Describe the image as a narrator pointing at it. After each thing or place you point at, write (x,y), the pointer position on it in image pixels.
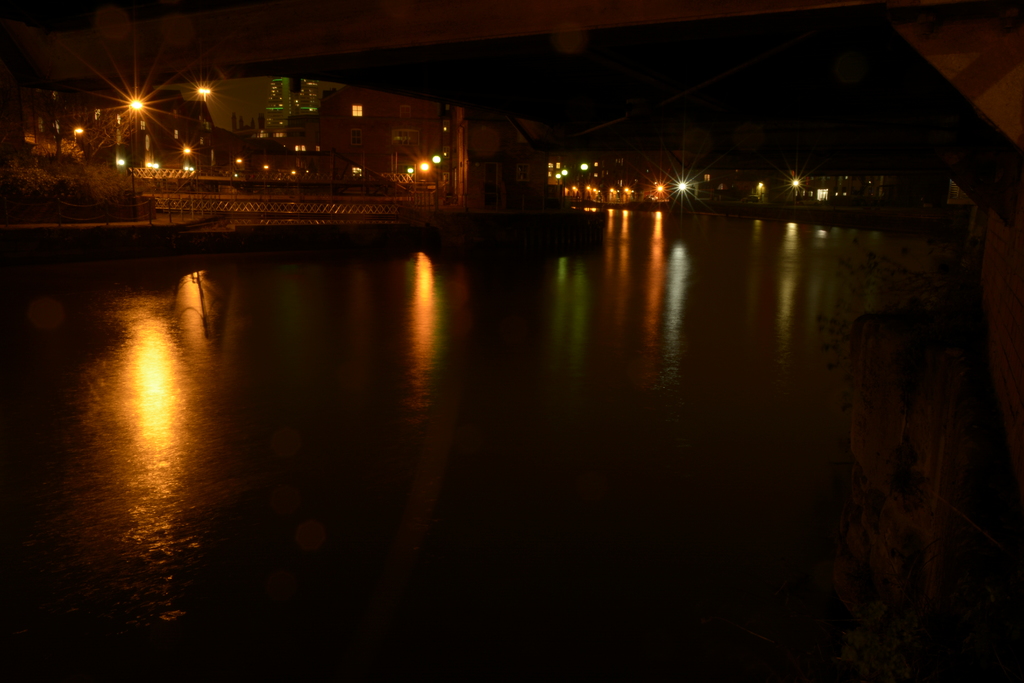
The image is dark. At the bottom (771,600) we can see water (255,540). In the background (224,202) there are buildings (168,116), light poles (135,144), windows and other objects (242,195). On the right side (926,460) we can see the plants (995,529) and wall (923,512).
